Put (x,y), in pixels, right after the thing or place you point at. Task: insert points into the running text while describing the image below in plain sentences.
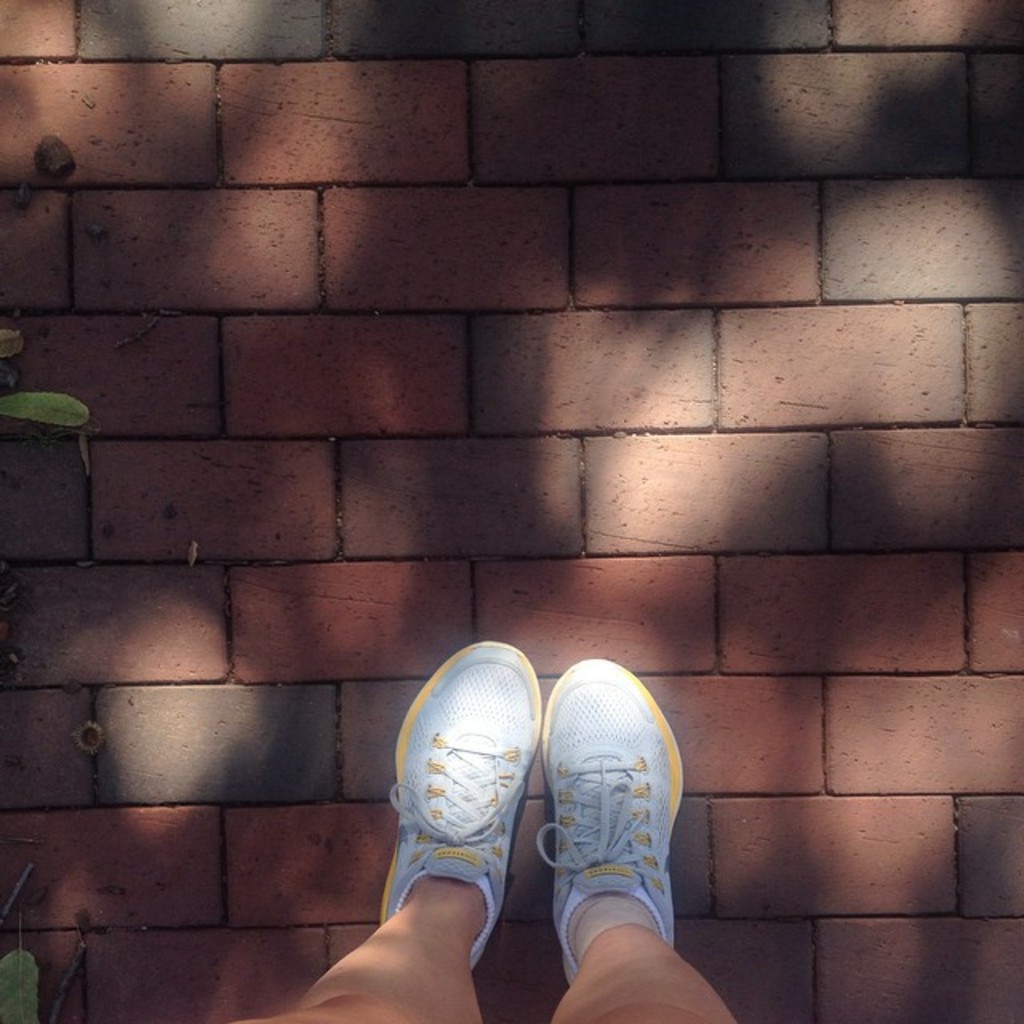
In this image I can see a person's legs (377,1018), bricks floor (362,694) and leaves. This image is taken may be during a day.
